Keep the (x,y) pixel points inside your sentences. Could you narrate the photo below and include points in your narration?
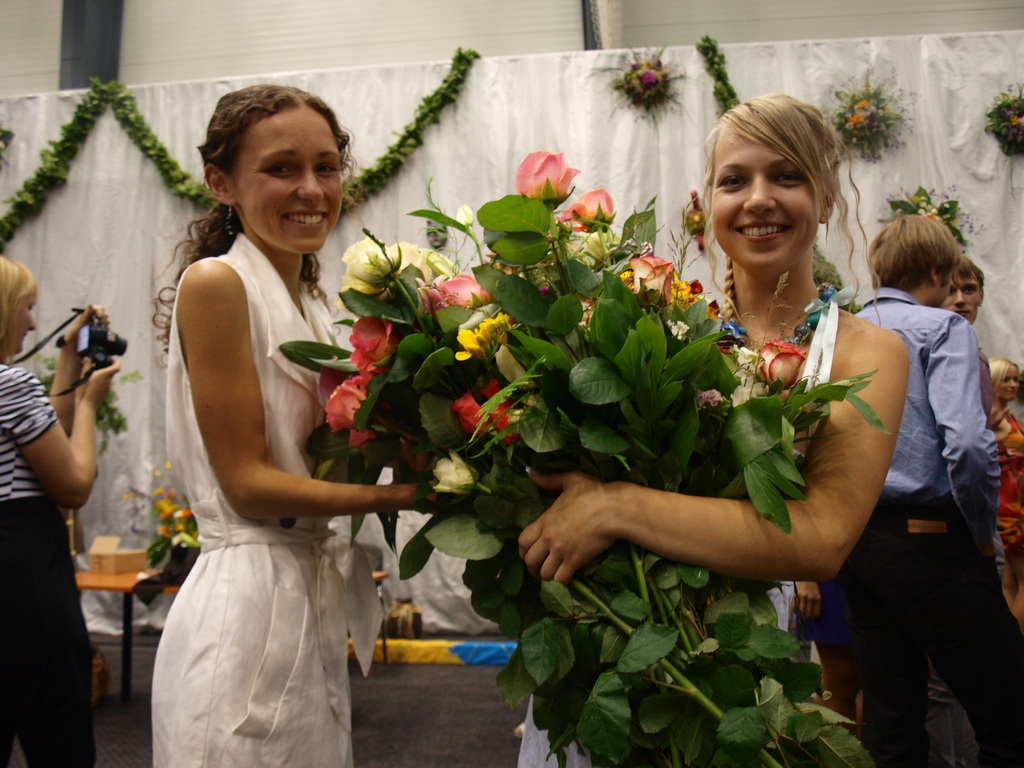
In this image we can see two women (765,341) standing, holding flowers (497,312) with stems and leaves (598,632). There is one table (125,572), some objects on the floor (140,675), some people (965,743) are standing on the right side of the image (928,557), one big white curtain (39,323) near to the wall (54,44), decorated with flowers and leaves (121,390). There is one woman (103,369) standing on the left side of the image (104,382), taking a photo with a camera (96,346), some flowers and some objects (116,553) on the table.
